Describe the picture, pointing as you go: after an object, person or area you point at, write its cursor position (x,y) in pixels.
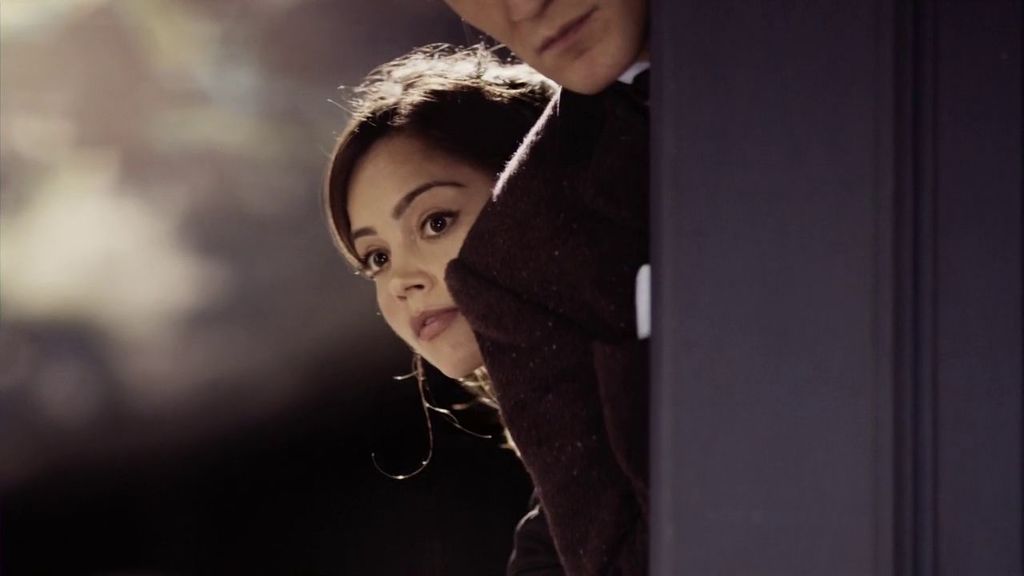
In this image on the right side (855,332), I can see the door (825,436). I can see two people (482,306). I can also see the background (151,121) is blurred.
